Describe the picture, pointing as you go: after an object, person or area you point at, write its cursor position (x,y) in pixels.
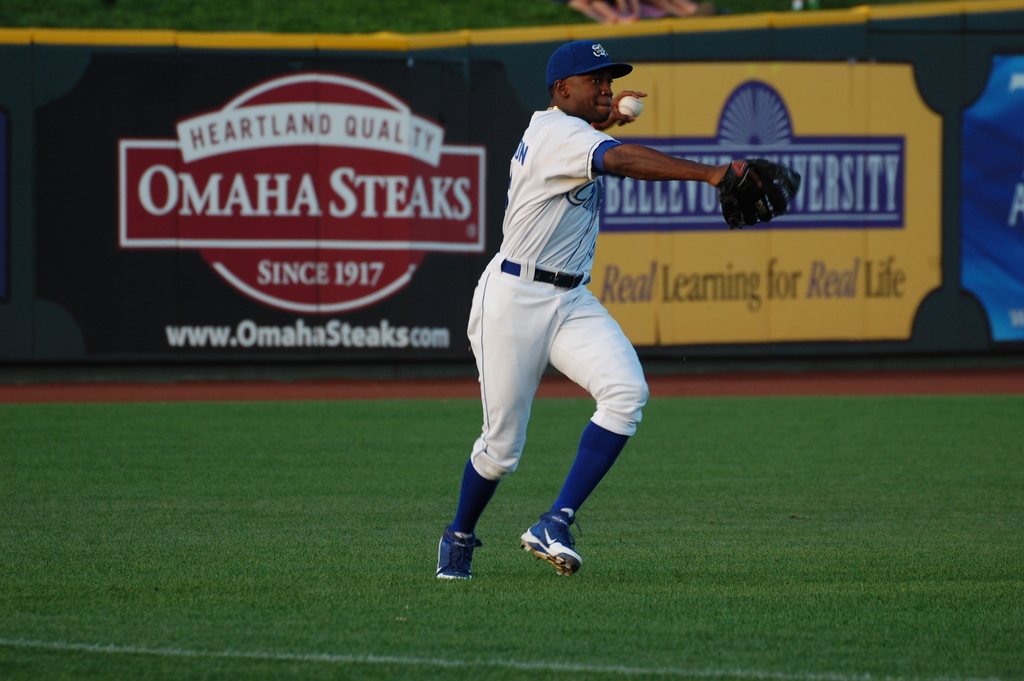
In this picture there is a person (539,157) holding the ball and he is running. At the back (271,298) there are boards (205,174) and there is text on the boards (483,203). At the bottom (755,632) there is grass (760,622).
